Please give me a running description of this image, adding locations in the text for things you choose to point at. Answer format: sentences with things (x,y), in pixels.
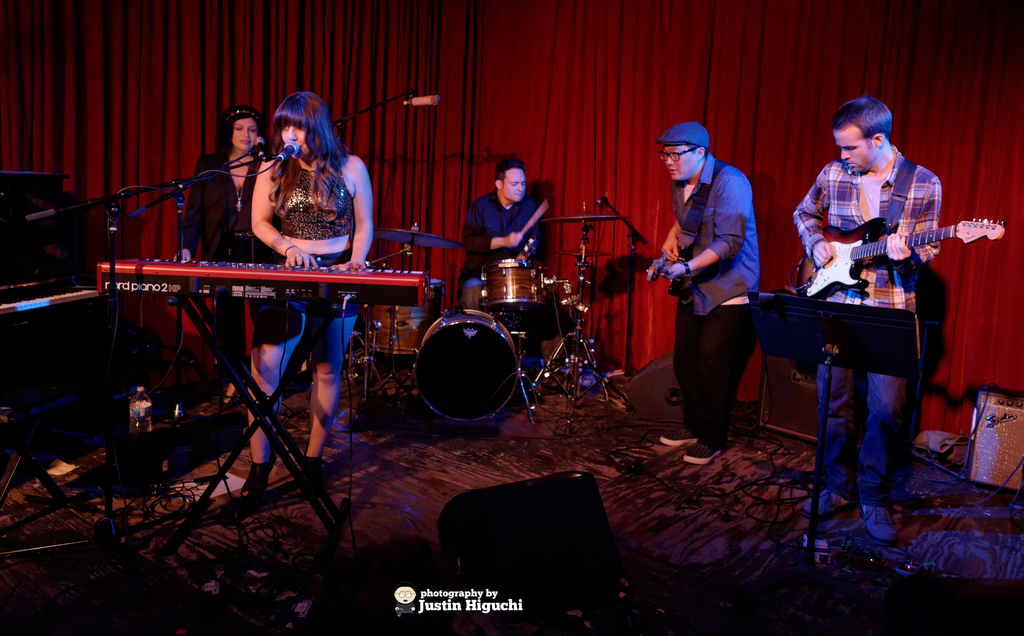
In this picture i can see some people (342,192) performing musical show using piano (281,281), drums (484,275), guitar (678,289). In the background (581,96) i could see a red curtain (568,125).
